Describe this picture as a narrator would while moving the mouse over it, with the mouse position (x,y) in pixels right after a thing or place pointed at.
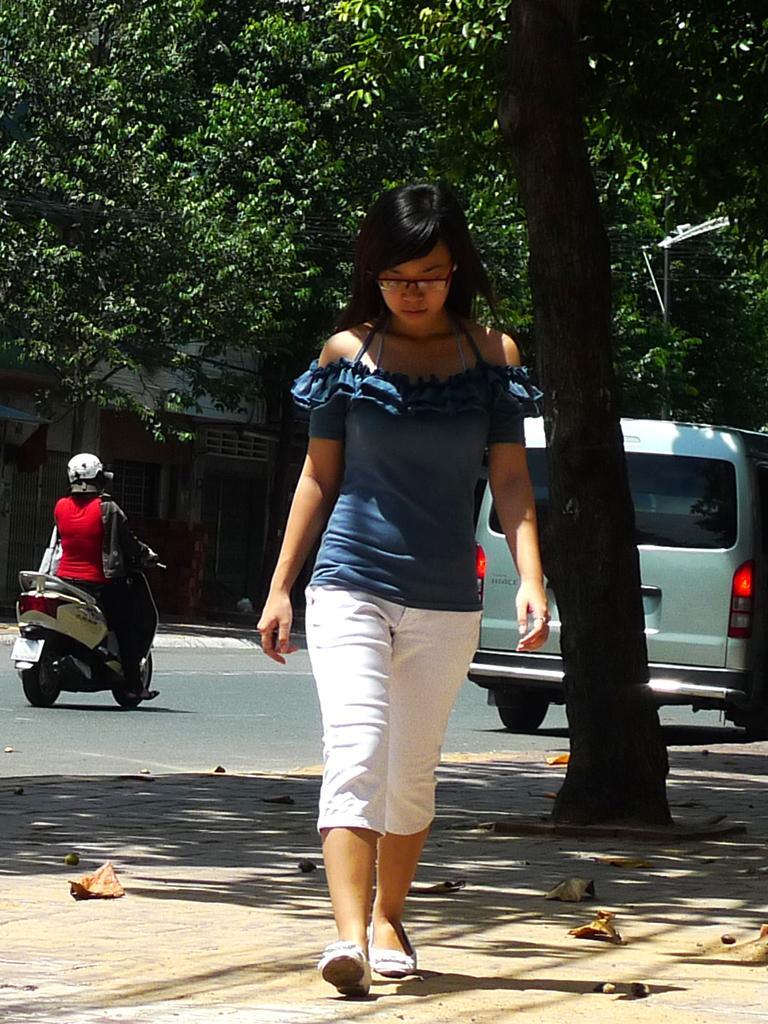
In the foreground of this image (429,464), there is a woman (425,739) walking on the pavement (443,997). In the background (658,534), there is a tree (537,216), two vehicles (683,548) moving on the road (215,715) and a building (179,476).
